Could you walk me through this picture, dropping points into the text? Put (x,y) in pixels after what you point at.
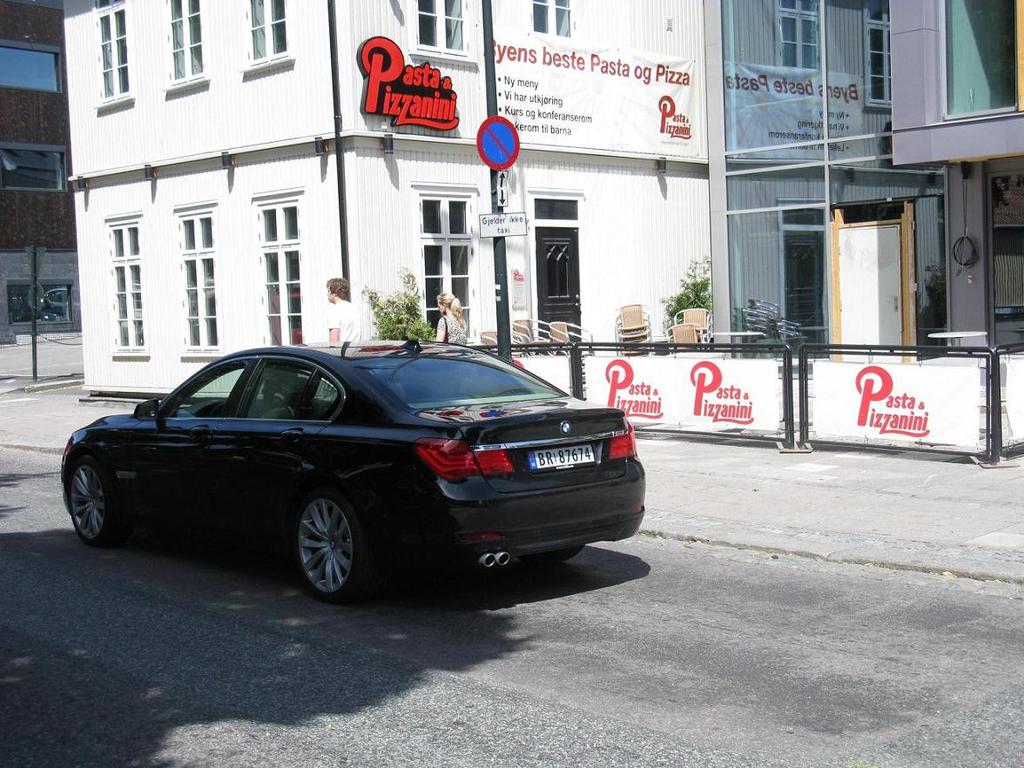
In this picture we can see a car (283,458), beside to the car (469,383) few people (456,331) are walking on the pathway (656,455), and also we can see few hoardings (537,127), sign boards (498,200), poles (491,101) and buildings (207,161).
